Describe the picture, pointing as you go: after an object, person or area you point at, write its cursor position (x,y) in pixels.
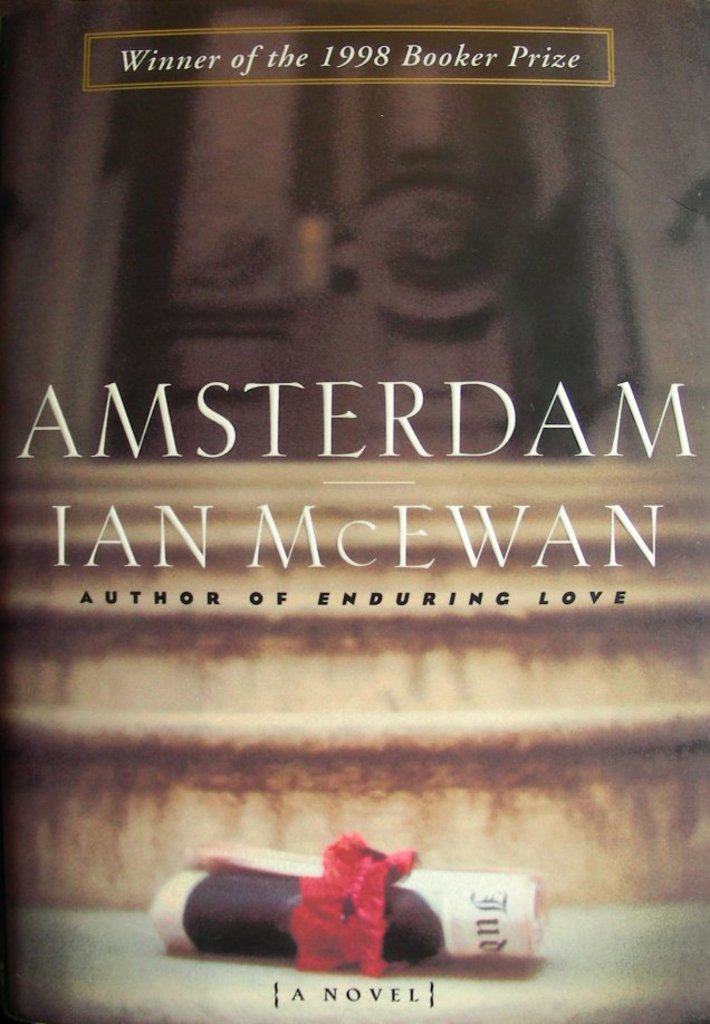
This is the poster (333,207) where we can see some text (359,54) written on it. Background of the image (512,925), paper roll (503,925) is there on the stairs (581,898) and one door (345,216) is there.
